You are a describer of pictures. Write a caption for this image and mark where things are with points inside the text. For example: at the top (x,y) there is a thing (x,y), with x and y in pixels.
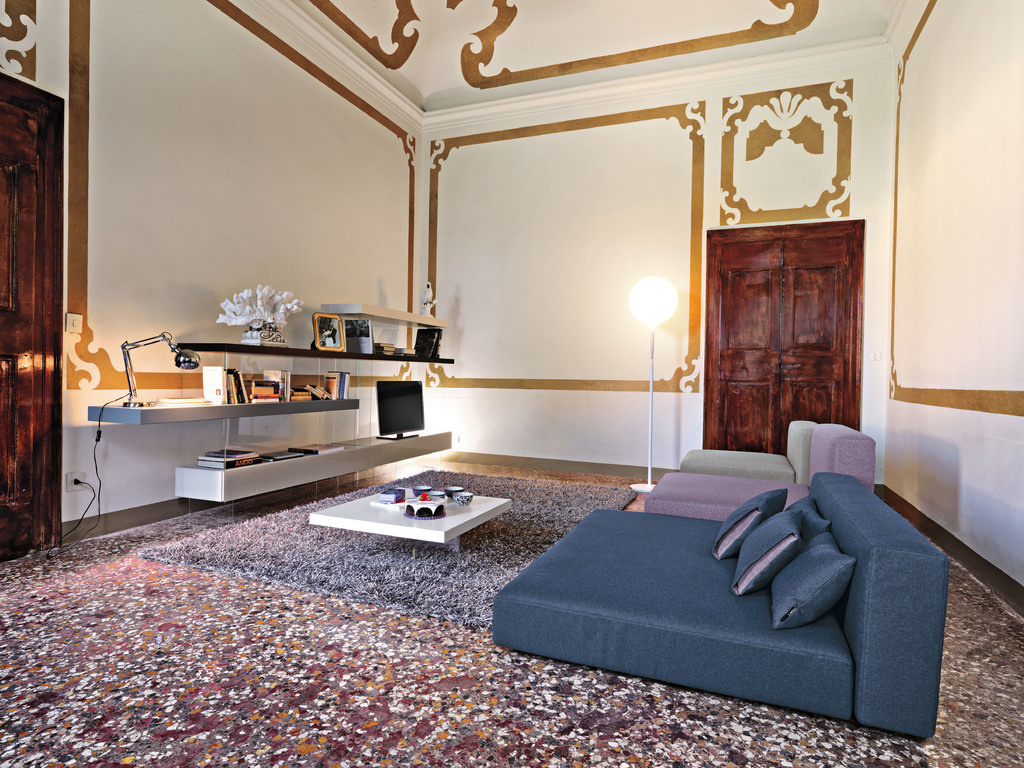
This is inside the house (618,373). We can see beds (702,529). On the bed (692,558) we can see pillows (777,534). there is a wall (477,213). There is a light (653,315) with stand (651,333). We can see door (773,336). There is a furniture (235,409). On the furniture (256,407) we can see lamp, television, books (231,390), sculpture (251,309), photo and this is floor (199,645).
